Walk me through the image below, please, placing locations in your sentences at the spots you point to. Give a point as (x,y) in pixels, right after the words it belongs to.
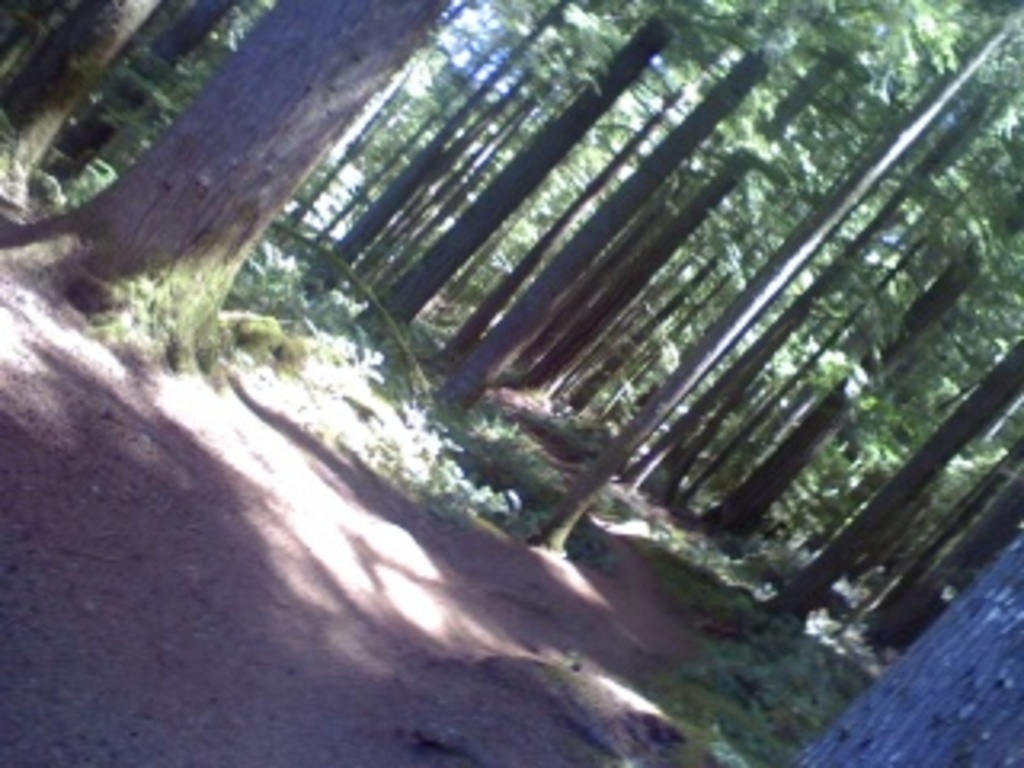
In this image I can see shadows (369,597), grass (713,724) and number of trees (460,242).
